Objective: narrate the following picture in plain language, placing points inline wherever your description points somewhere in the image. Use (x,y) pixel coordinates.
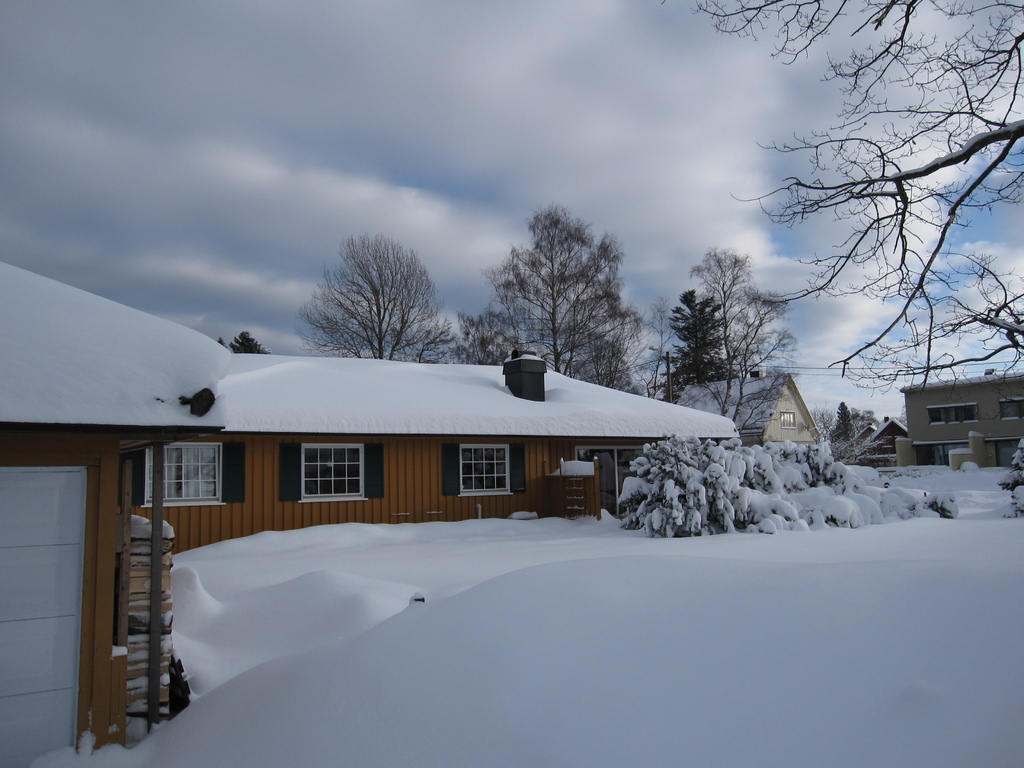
In this image in the center (514,441) there are some houses (344,448), and on the houses (367,472) there is snow (946,385). At the bottom (567,638) there is snow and also there are some plants (753,487), on the plants (786,484) there is snow (770,478). And in the background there are trees (927,141), at the top (396,83) there is sky (465,213).
